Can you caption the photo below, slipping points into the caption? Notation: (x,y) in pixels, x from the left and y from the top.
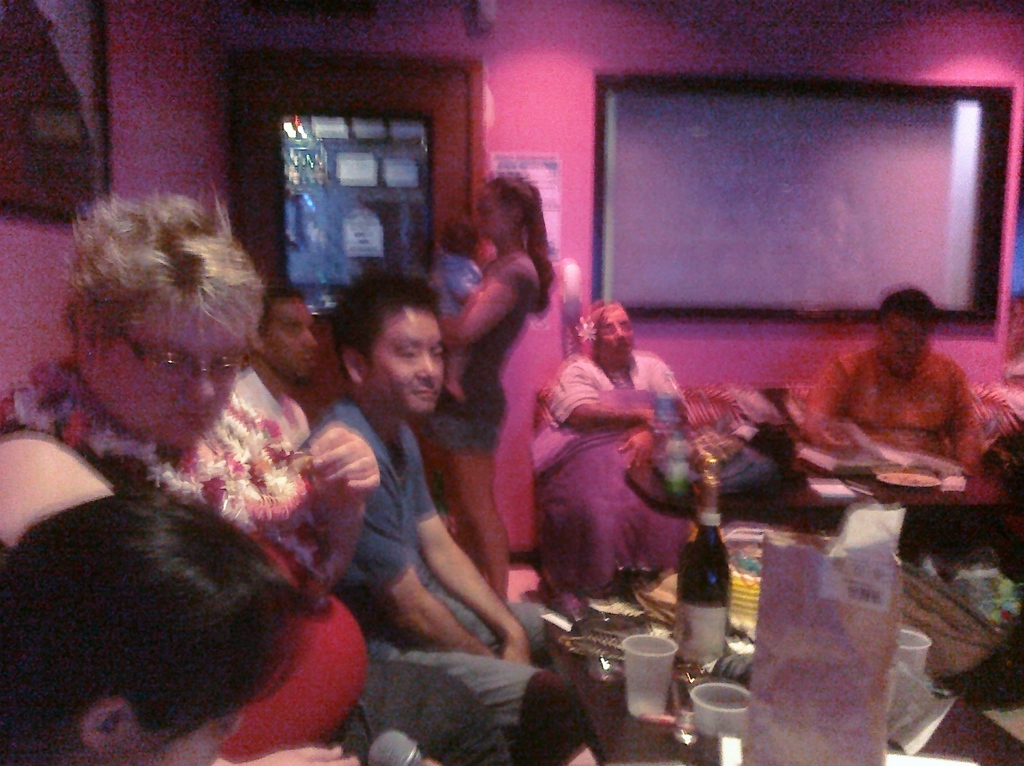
This picture describes about group of people (281,565), few people (552,438) are seated and a woman (533,274) is standing, in front of them we can see few glasses (647,699), bottle (685,641) and other things (765,572) on the table (606,699).
